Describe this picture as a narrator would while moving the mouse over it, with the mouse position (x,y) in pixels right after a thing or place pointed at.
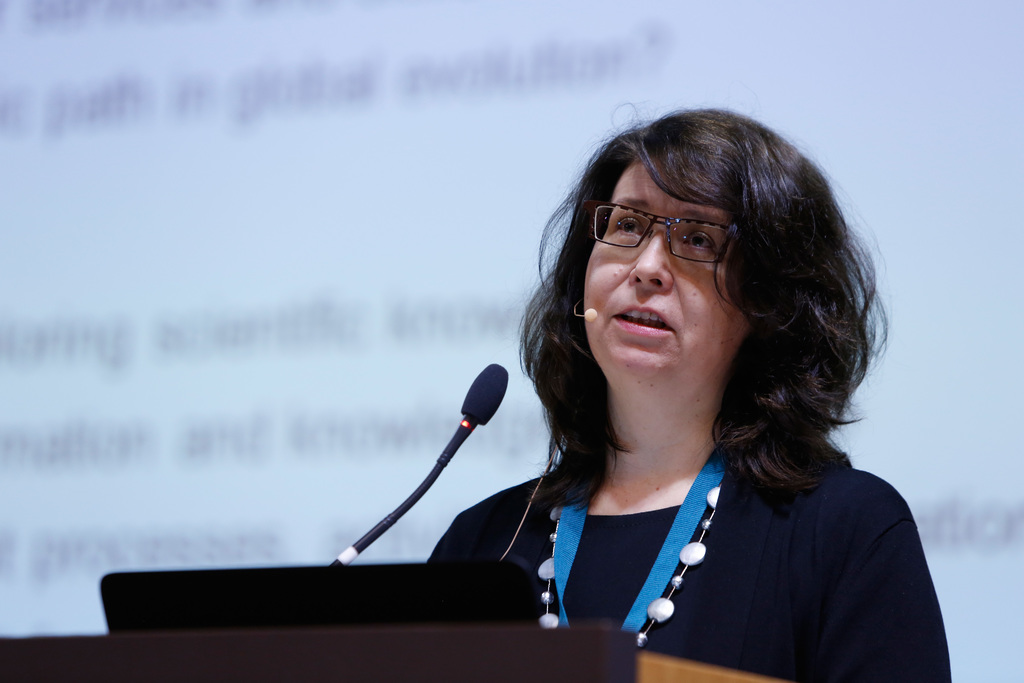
In this image we can see a woman (819,414) wearing black dress (590,577), identity card (562,577) and spectacles (722,236) is standing near the podium (678,682) where a mic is placed. The background of the image (901,21) is slightly blurred, where we can see the projector screen (201,221) on which we can see some text (136,436) is displayed.
